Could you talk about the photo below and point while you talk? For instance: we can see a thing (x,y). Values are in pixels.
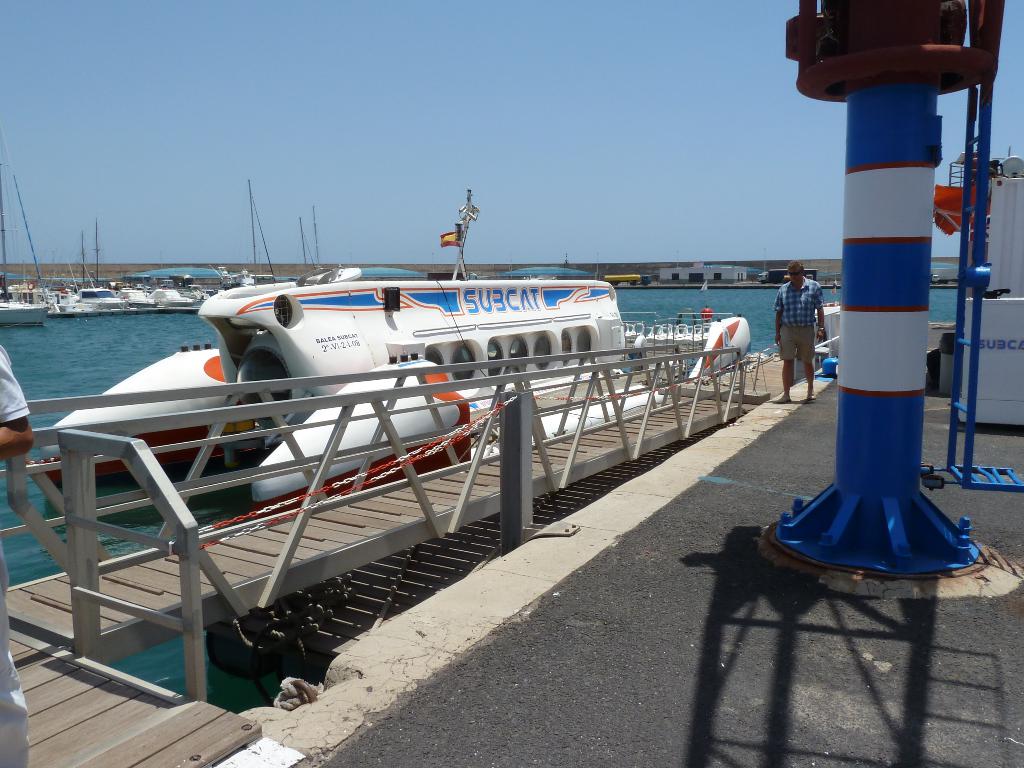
In this image we can see a ship (401,330) on the water (146,346), there is a bridge (307,515) beside the ship (461,456) and a person (801,334) standing on the floor (597,617), there is a white and blue color object (886,308) with a ladder (976,314) and a white color object (999,284) on the right side (999,249) and there are few boats (186,296) and sky (702,251) in the background (506,153).
